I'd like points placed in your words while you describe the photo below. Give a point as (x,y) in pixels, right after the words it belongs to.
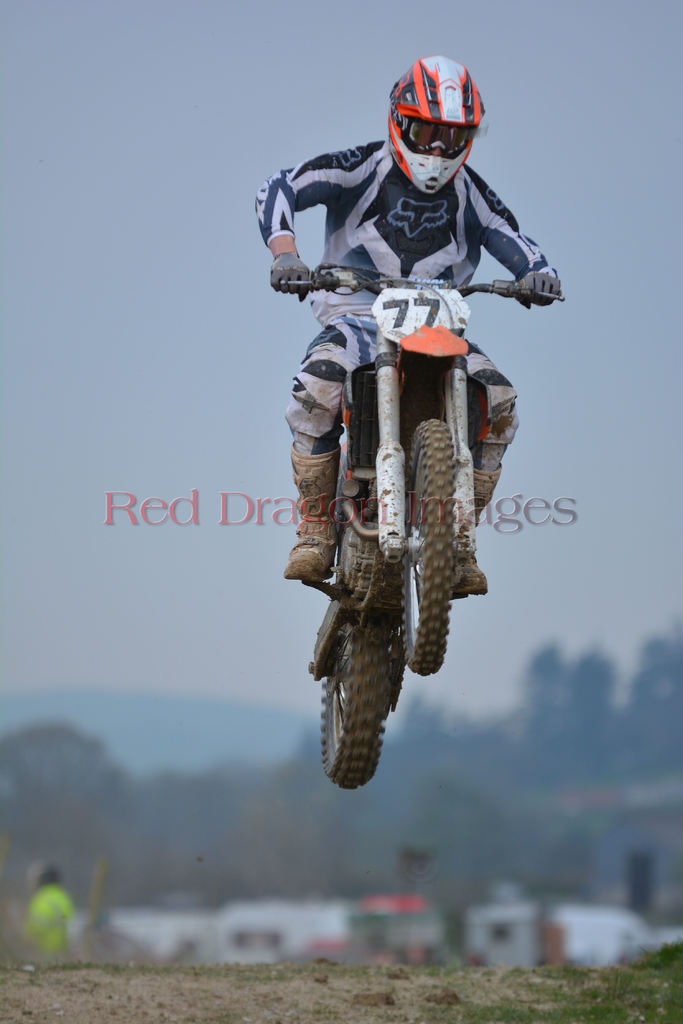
In the center of the image (308,540) we can see the text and a person (430,244) in the air (264,420) and wearing a helmet (398,137), sports dress (337,241), gloves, boots (320,456) and driving a motorcycle (436,386). At the bottom of the image (124,762) we can see the trees (279,781), buildings (650,882), grass (661,991), sand (243,999) and a person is standing. In the background of the image (173,619) we can see the sky (150,532).
